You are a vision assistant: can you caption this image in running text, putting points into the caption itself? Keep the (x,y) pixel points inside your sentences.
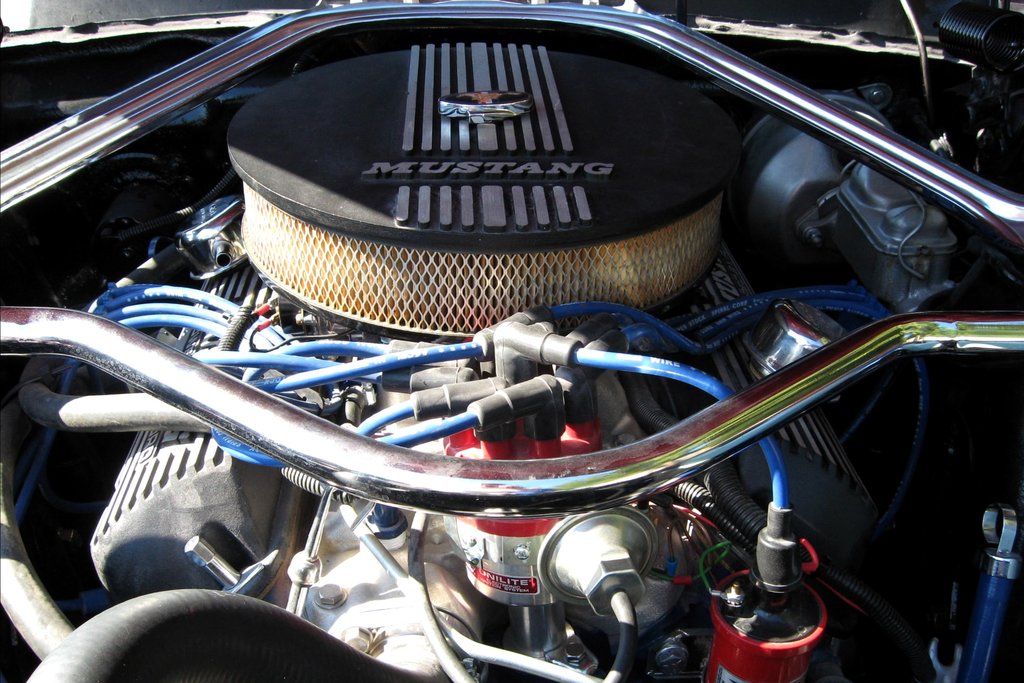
In this image I can see the engine (248,278) of the car (192,526). And there are few blue colored pipes (294,386) can be seen. I can also see two metal rods (617,459) inside the engine (716,310).
